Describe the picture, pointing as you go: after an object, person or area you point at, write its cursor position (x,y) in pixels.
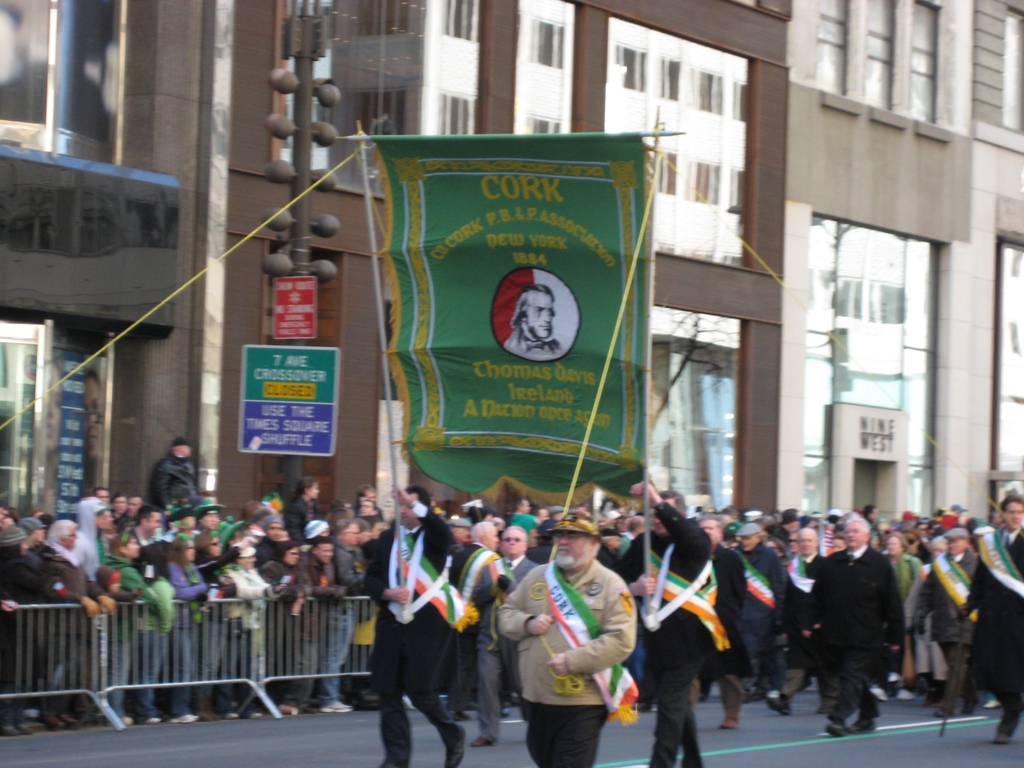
In this image we can see people (570,743) walking on the road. The man (541,630) standing in the center (542,395) is holding a board (531,307). On the left (118,660) there is a railing (59,681) and we can see crowd (110,553). There is a pole (305,16) and we can see boards (321,385). In the background (182,147) there is a building (752,120).
